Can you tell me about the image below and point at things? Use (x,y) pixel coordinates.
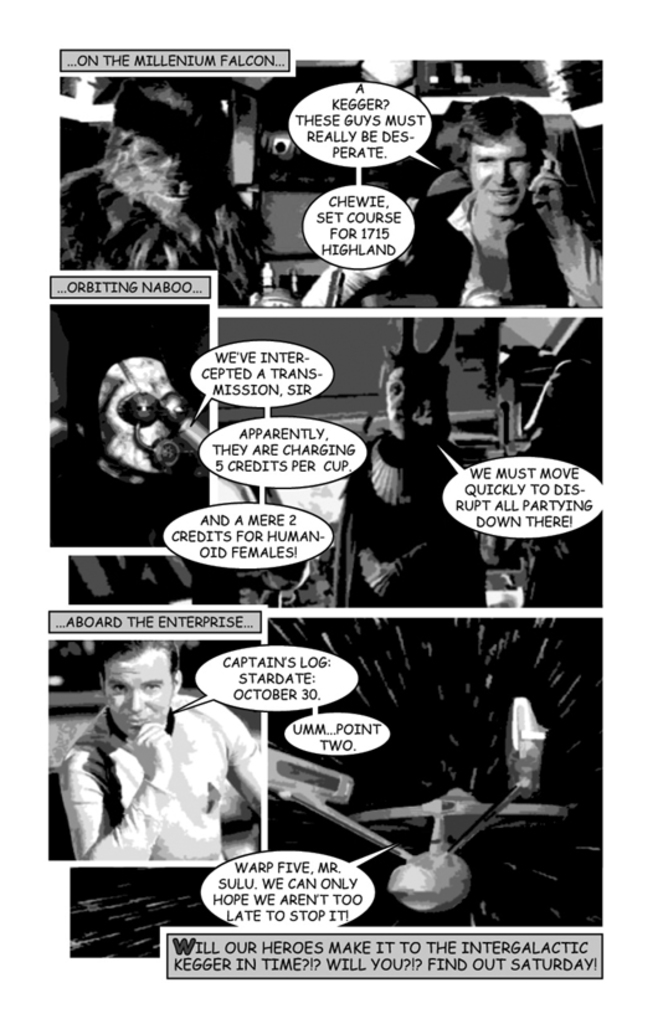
In this image we can see some collage pictures, in those pictures, there are a few people (178,763), an aircraft (430,827), also we can see the text (412,959) on the pictures.
